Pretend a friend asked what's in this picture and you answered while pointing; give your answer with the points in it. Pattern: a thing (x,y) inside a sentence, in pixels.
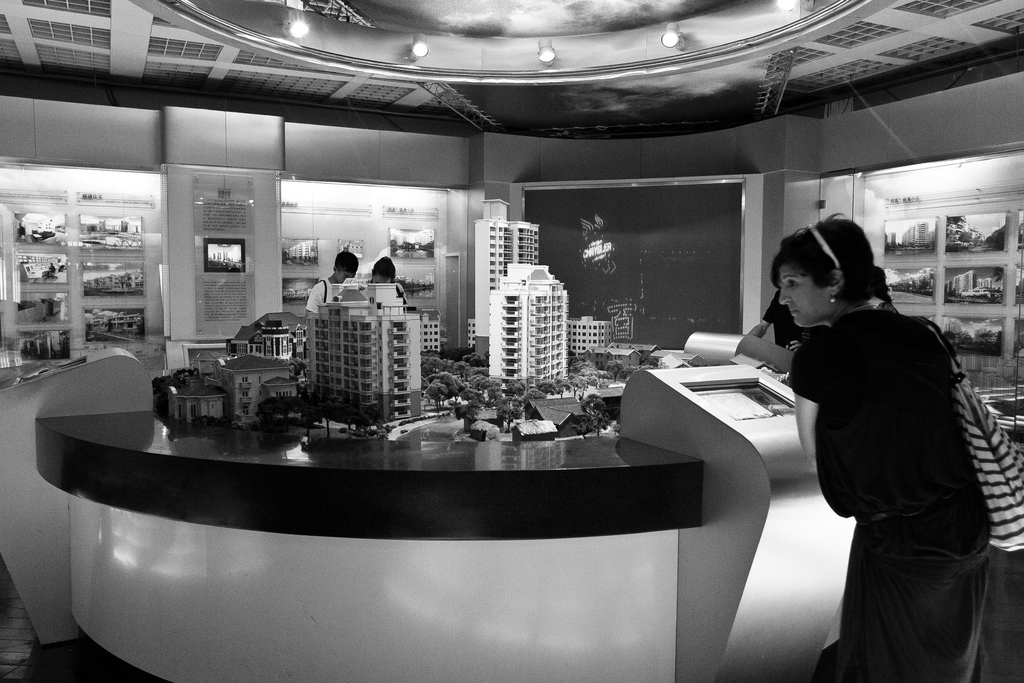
In this image I can see four persons (787,300) are standing on the floor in front of a cabinet (672,522) on which I can see trees (474,351), houses (258,389), buildings (494,353) and so on kept. In the background (75,127) I can see a wall (419,144), rooftop (234,85), boards (216,311) and shelves (144,306) in which items (113,228) are there. This image is taken may be in a hall (993,287).
